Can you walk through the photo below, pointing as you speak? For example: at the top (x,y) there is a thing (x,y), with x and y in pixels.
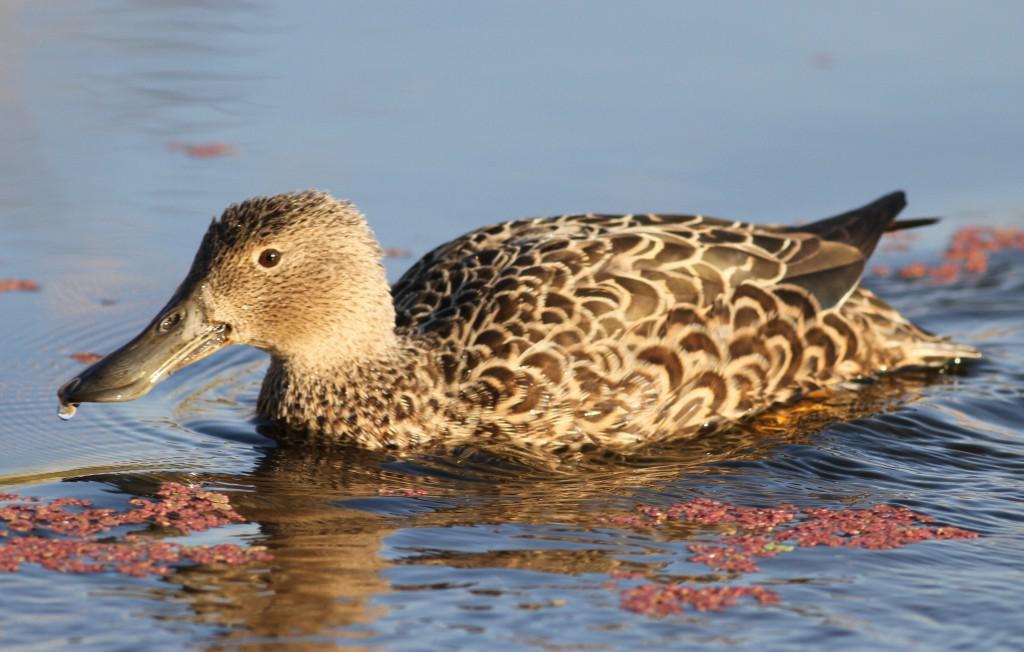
In this picture I can see there is a duck (235,259) swimming in the water (235,384) and it has some brown feathers (625,382).
